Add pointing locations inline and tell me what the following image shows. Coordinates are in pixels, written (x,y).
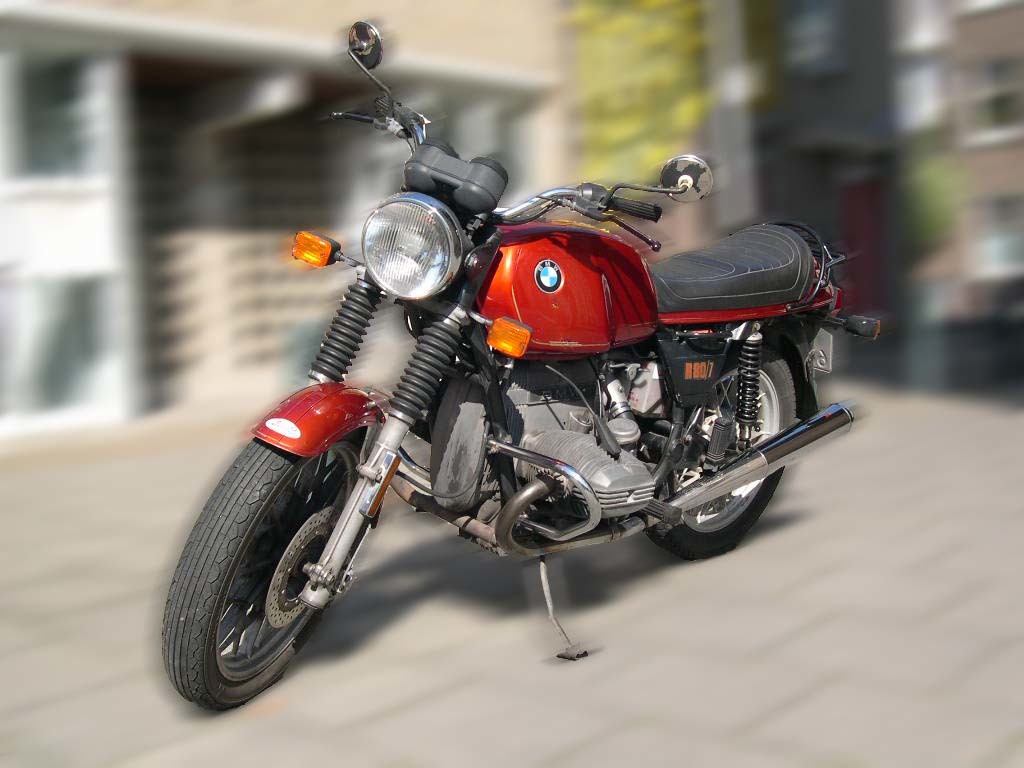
In this image I see a bike (490,360) which is of red and black in color and I see a logo (548,263) over here and I see the path (991,750). In the background (337,274) it is blurred.
